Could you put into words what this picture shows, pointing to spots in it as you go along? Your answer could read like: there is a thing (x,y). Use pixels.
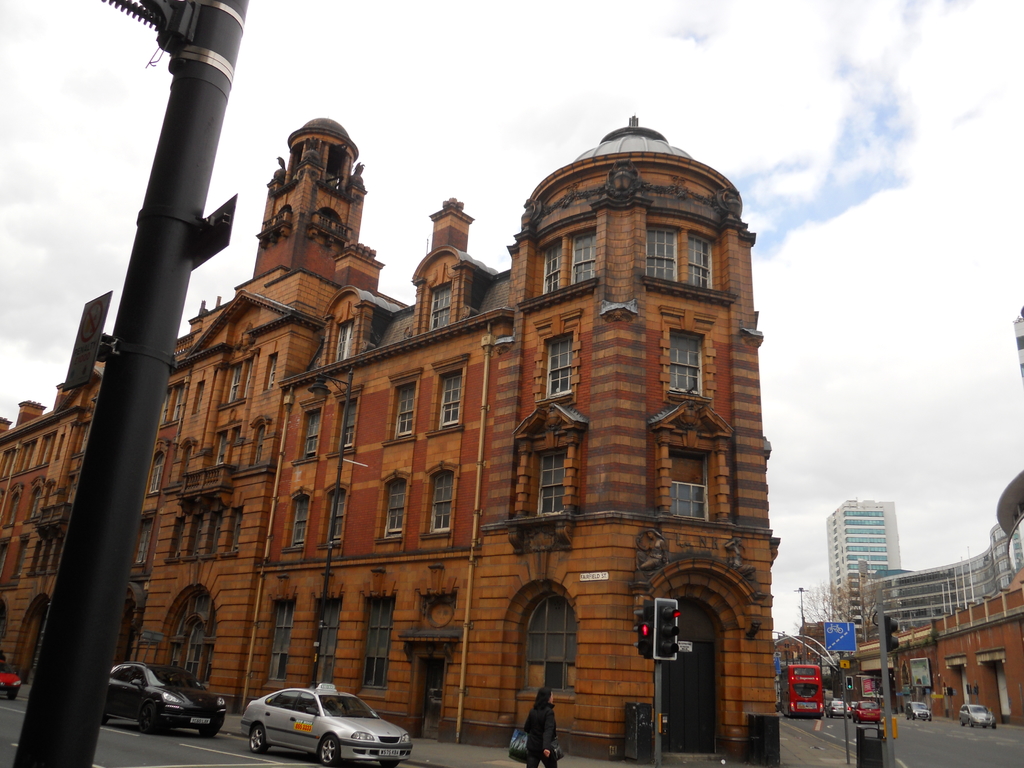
In this picture we can see buildings (848,536), poles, boards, traffic signals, bins (871,745), and a person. There are vehicles (267,717) on the road (1000,740). In the background (827,199) there is sky (734,157) with clouds (109,194).
